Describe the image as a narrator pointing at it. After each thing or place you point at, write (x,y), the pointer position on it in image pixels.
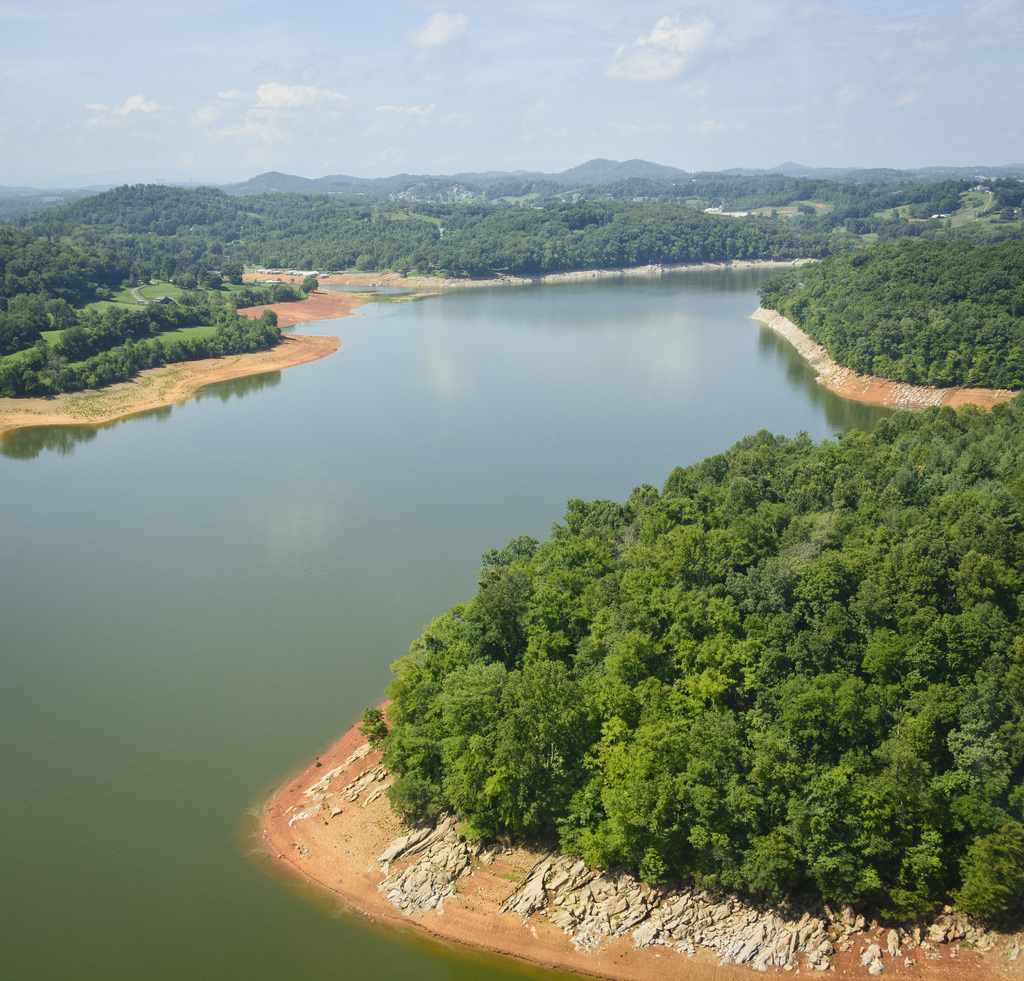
In this image, we can see water (254,719), trees (1006,289) and stones (664,919). At the top of the image (258,175), we can see the hills (1005,191) and cloudy sky (480,102).
